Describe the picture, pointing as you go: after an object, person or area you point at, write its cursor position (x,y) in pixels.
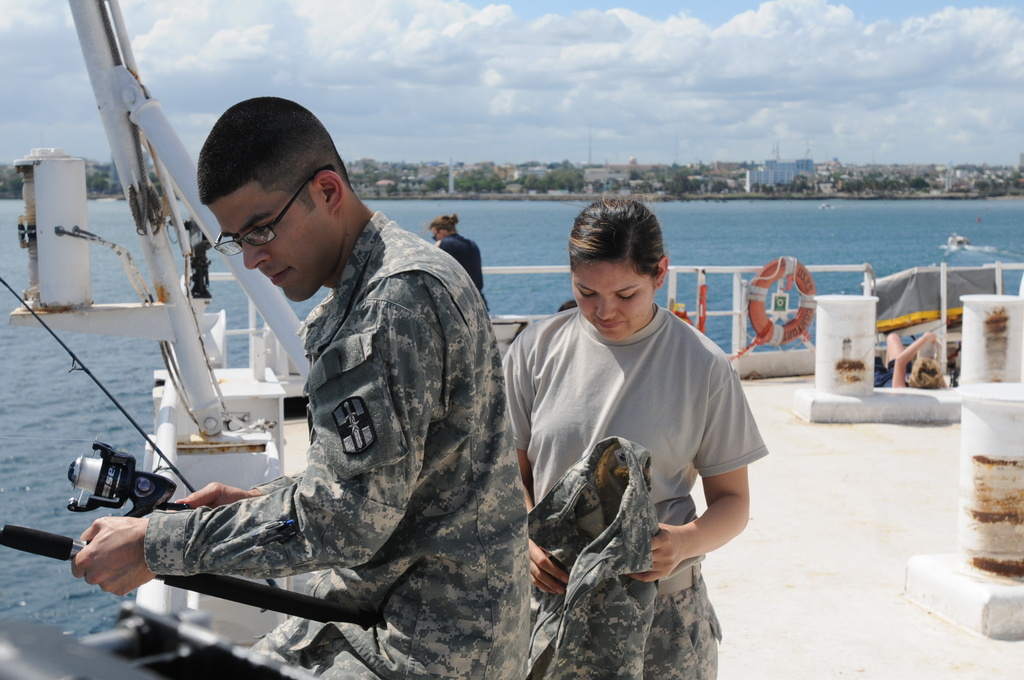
In the center of the image (675,381) we can see a lady (550,581) is standing on a boat (705,562) and holding a jacket (567,517). On the left side of the image (331,530) we can see a man (134,554) is standing and wearing spectacles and holding an object (352,604). In the background of the image (844,173) we can see the buildings (782,166), trees (649,186), poles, water (514,260), some persons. At the top of the image (488,152) we can see the clouds (611,58) are present in the sky (721,124). At the bottom of the image (926,633) we can see the floor (894,639).
